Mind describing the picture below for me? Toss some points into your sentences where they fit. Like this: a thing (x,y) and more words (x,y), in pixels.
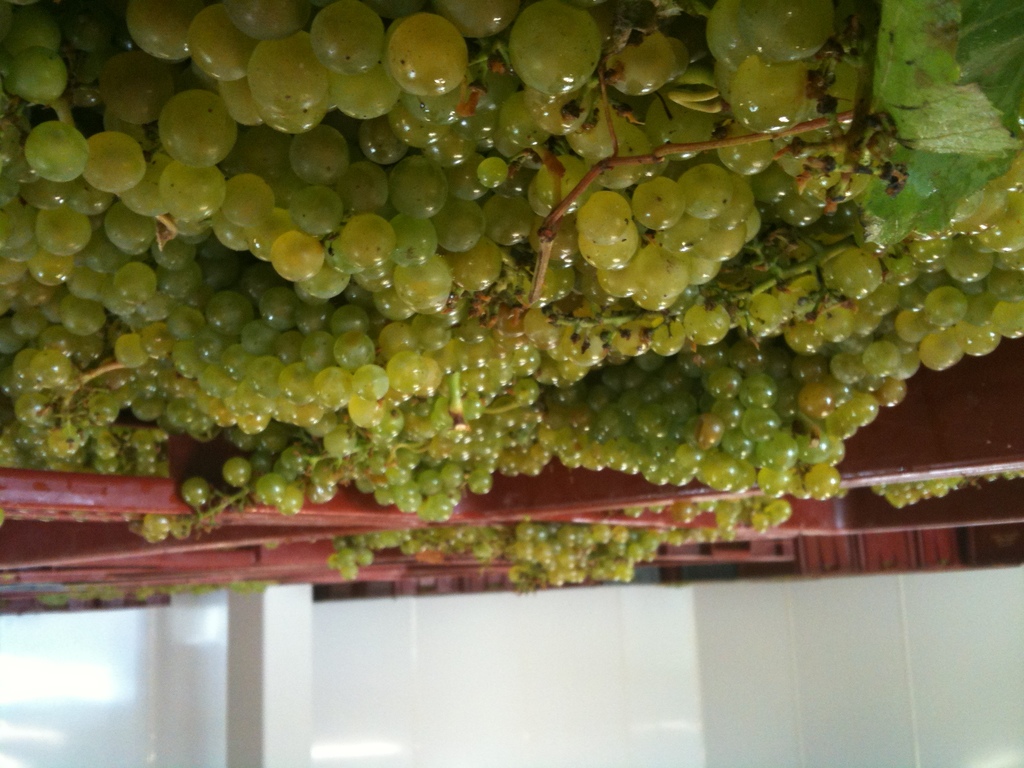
In this picture we can see the wall (757,726) and a pillar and in the foreground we can see a group of grapes (576,579).
